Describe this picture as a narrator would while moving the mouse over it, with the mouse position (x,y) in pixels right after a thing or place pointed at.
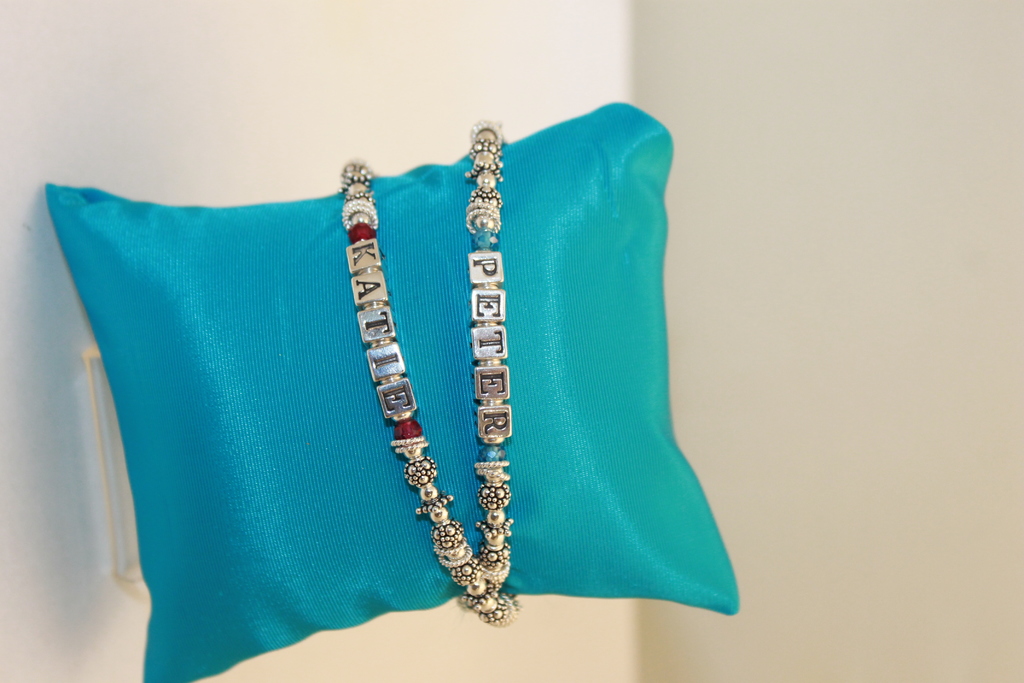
In this image there is a blue color pillow (621,192) and there are two bracelets (422,478), in the background (508,87) there is wall (183,186).
